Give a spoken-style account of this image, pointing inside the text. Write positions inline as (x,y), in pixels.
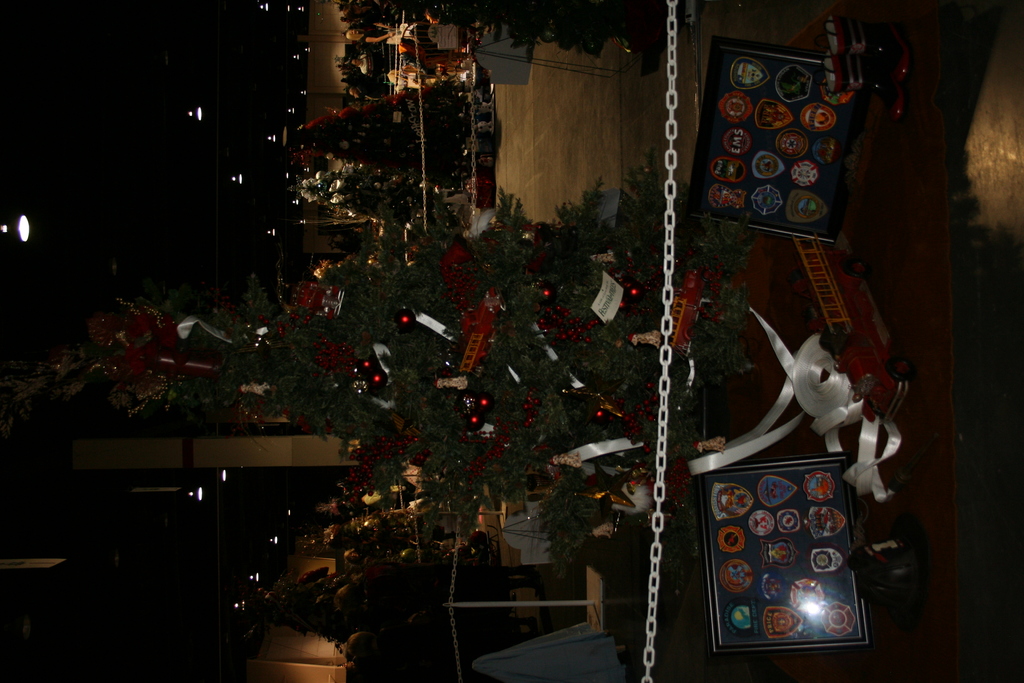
Here we can see a Christmas tree (17,381) and there are some gifts (184,369) attached to it on a platform (761,408) and we can also see frames (848,513) and toys (852,362) on the platform (943,534). In the background (423,632) there are few persons (407,629) standing on the floor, Christmas trees (385,198), chain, pole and lights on the roof top (178,636).
